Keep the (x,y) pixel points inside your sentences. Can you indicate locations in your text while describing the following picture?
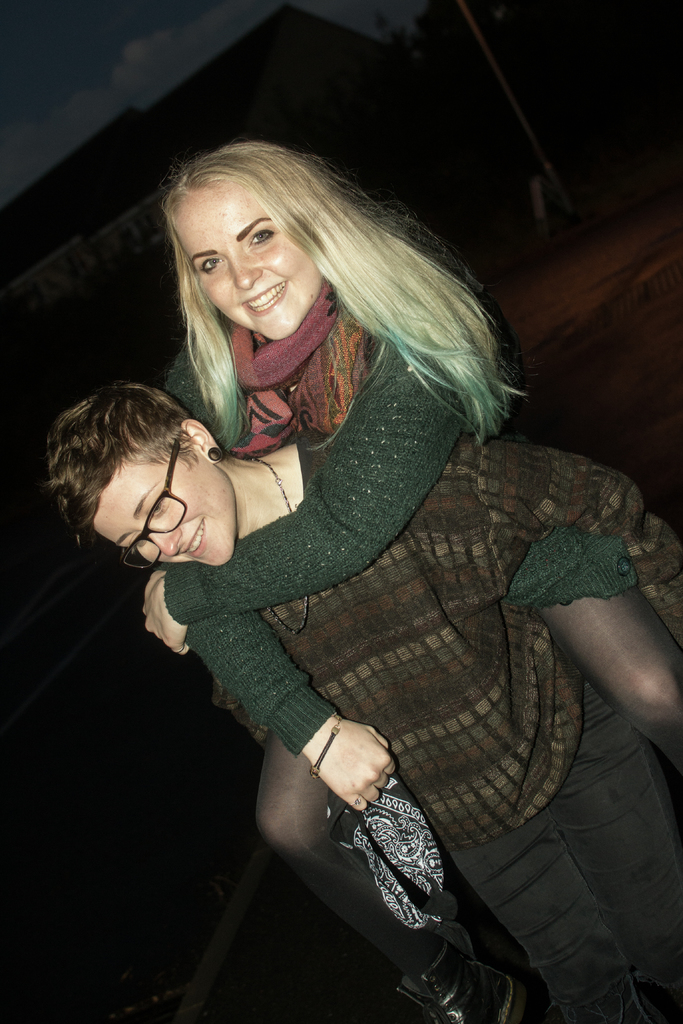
In this picture we can see two persons (313,516) are smiling, a person (411,641) in the front (348,633) wore spectacles (150,530), there is a dark background (534,42), we can see the sky (111,65) at the left top of the picture (75,96).
